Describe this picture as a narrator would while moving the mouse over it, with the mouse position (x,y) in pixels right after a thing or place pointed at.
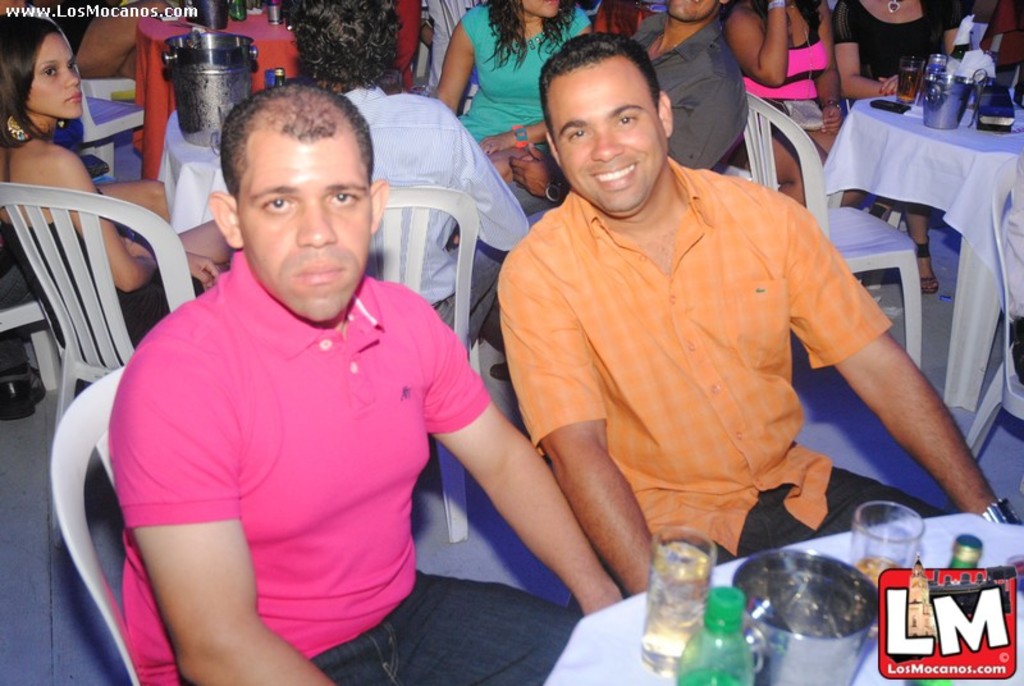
In this image there are a group of persons (535,276) sitting on the chair (436,191), there are tables (942,529), there are clothes (633,605) on the tables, there are objects (755,592) on the cloth (952,170), there is text (55,13) towards the top of the image (93,11), there is text (960,635) towards the bottom of the image (974,633), there is floor (35,562) towards the left of the image (20,573).
